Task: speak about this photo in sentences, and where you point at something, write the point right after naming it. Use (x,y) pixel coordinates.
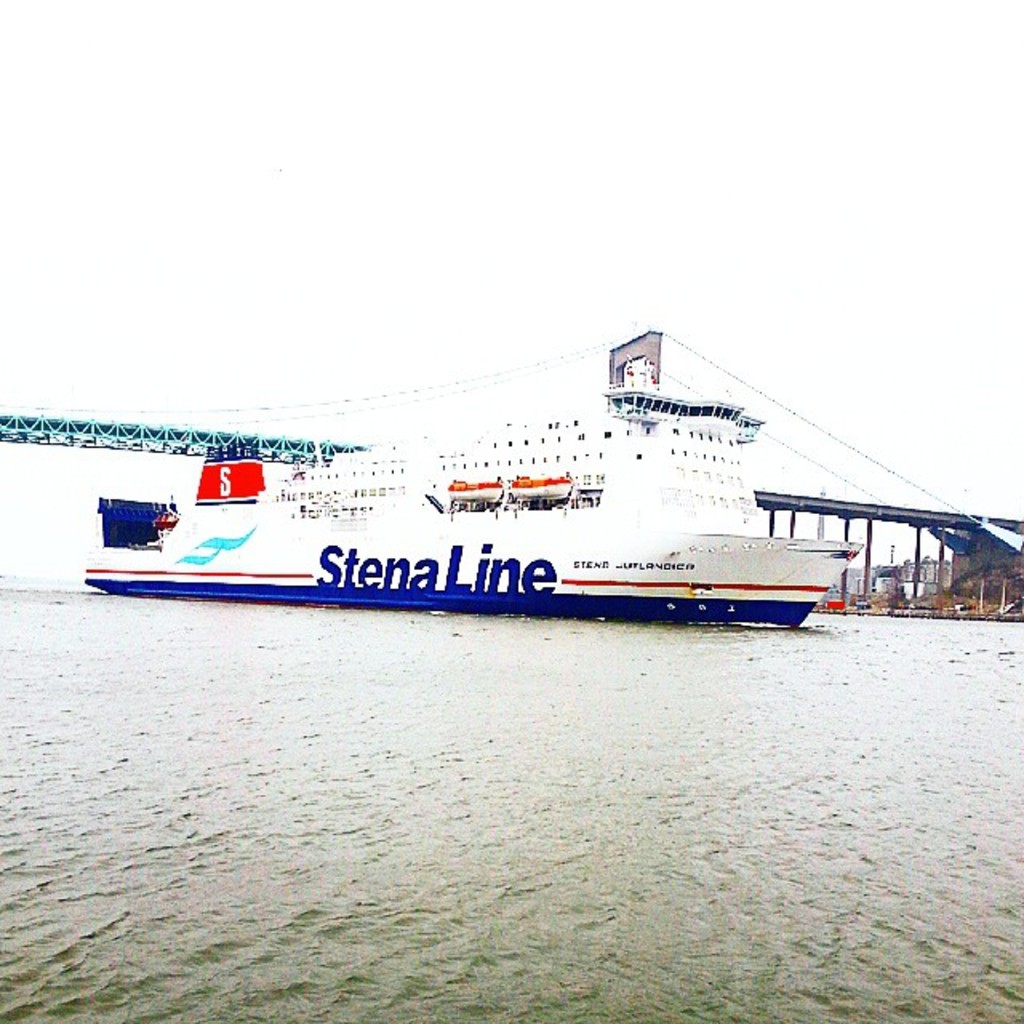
As we can see in the image there is water (599,789), boat (342,538), bridge (838,506) and sky (497,184).
